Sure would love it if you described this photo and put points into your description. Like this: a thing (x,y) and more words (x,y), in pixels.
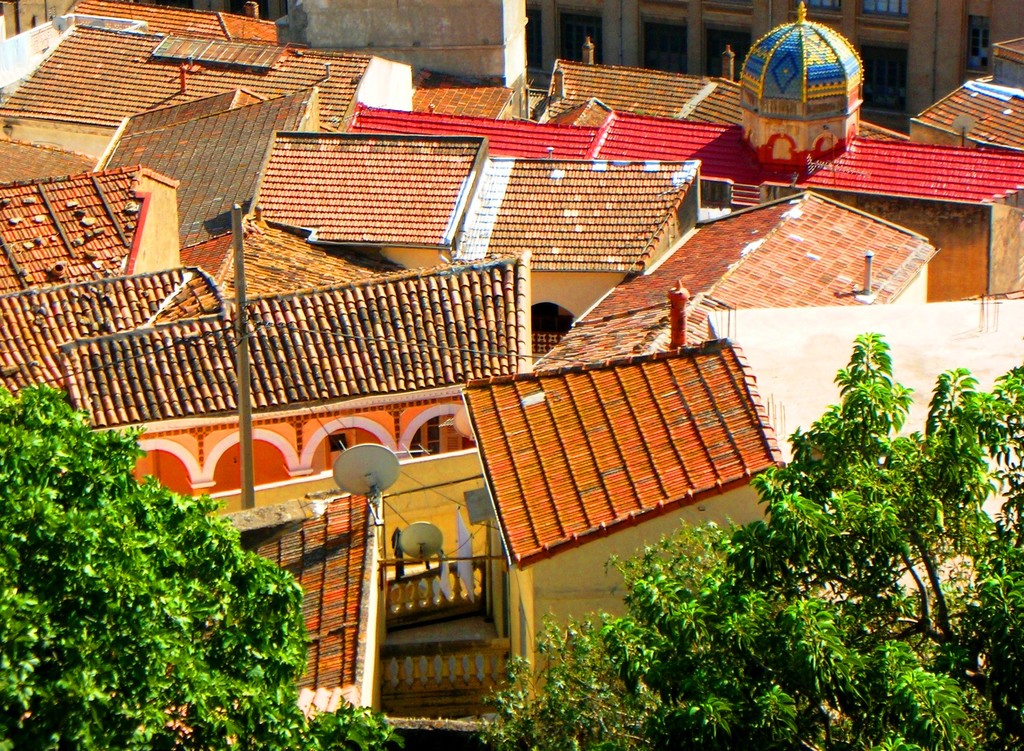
In this picture I can see the roof (464,296) of the houses (473,296). I can see trees (810,606). I can see the antennas (342,457).
